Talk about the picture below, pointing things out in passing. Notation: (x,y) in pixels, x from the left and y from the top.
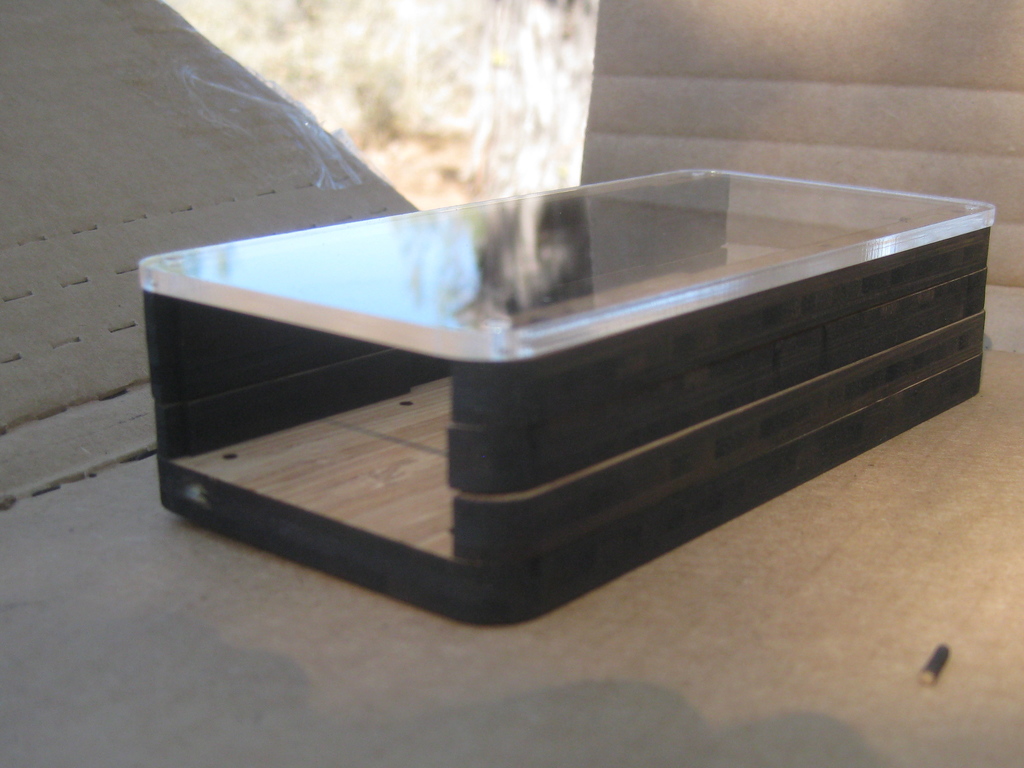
In this picture there is a box (519,503) and there is a screw (936,663) in the cardboard box (829,501). At the back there are trees (192,1). There is a reflection (379,269) of a sky (397,266) on the box (638,352).
